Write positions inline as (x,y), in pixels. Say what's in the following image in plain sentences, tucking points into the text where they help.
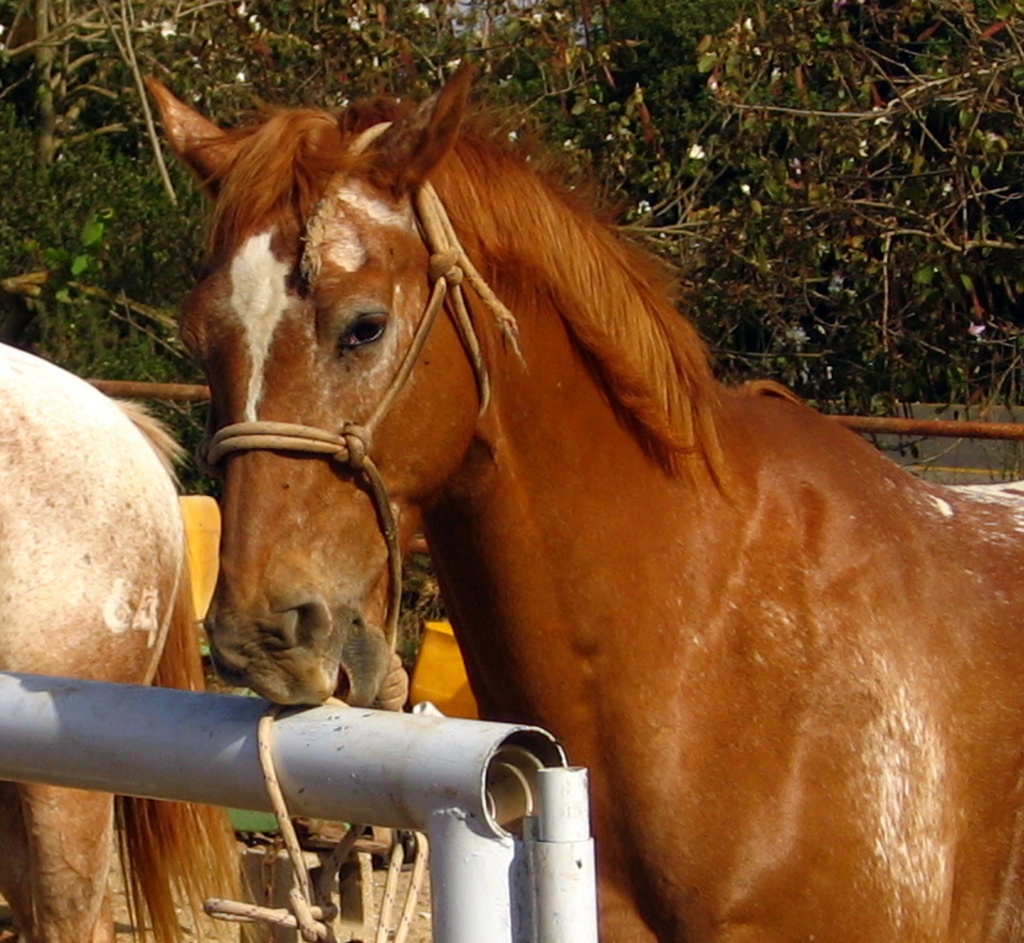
In this image in the center (449,618) there are horses (326,535). In the front (380,771) there is a pole (303,769) which is white in colour and in the background (688,187) there are trees (100,298).
